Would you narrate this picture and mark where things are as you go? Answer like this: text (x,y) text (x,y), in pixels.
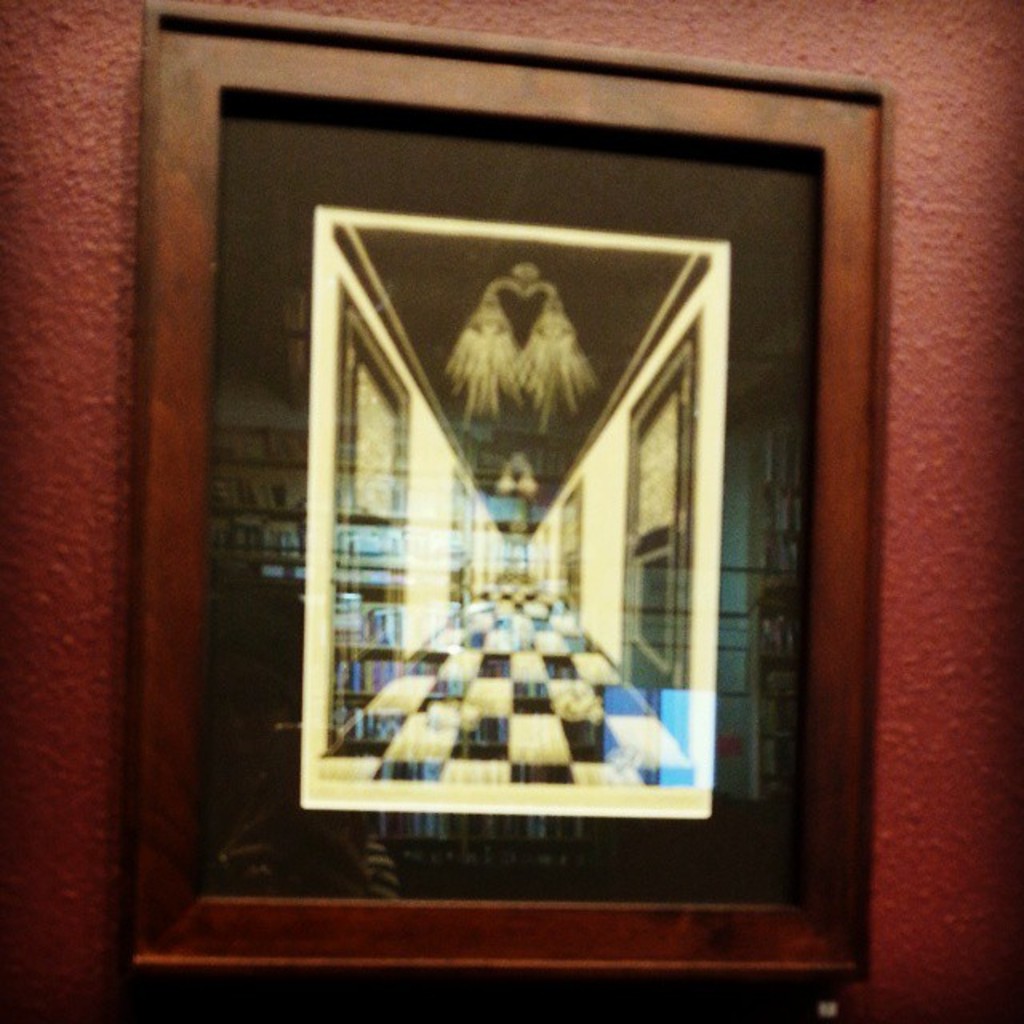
In the image there is a photo frame (557,136) on the wall (953,271).
